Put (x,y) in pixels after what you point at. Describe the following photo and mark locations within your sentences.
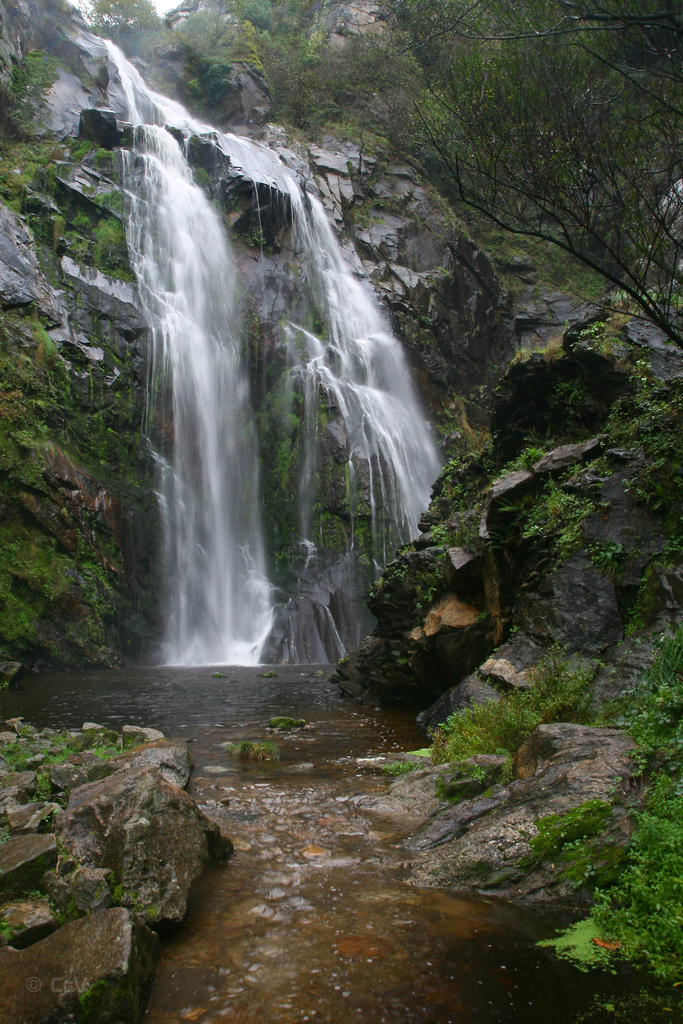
In this image there are rocks mountains (398,186). In the center (359,418) there is a waterfall (339,392) on the rocks (319,401). There are plants (401,47) and algae (105,450) on the rocks (559,802). At the top (171,5) there is the sky (178,2). At the bottom (316,937) there is water (310,937) flowing.
